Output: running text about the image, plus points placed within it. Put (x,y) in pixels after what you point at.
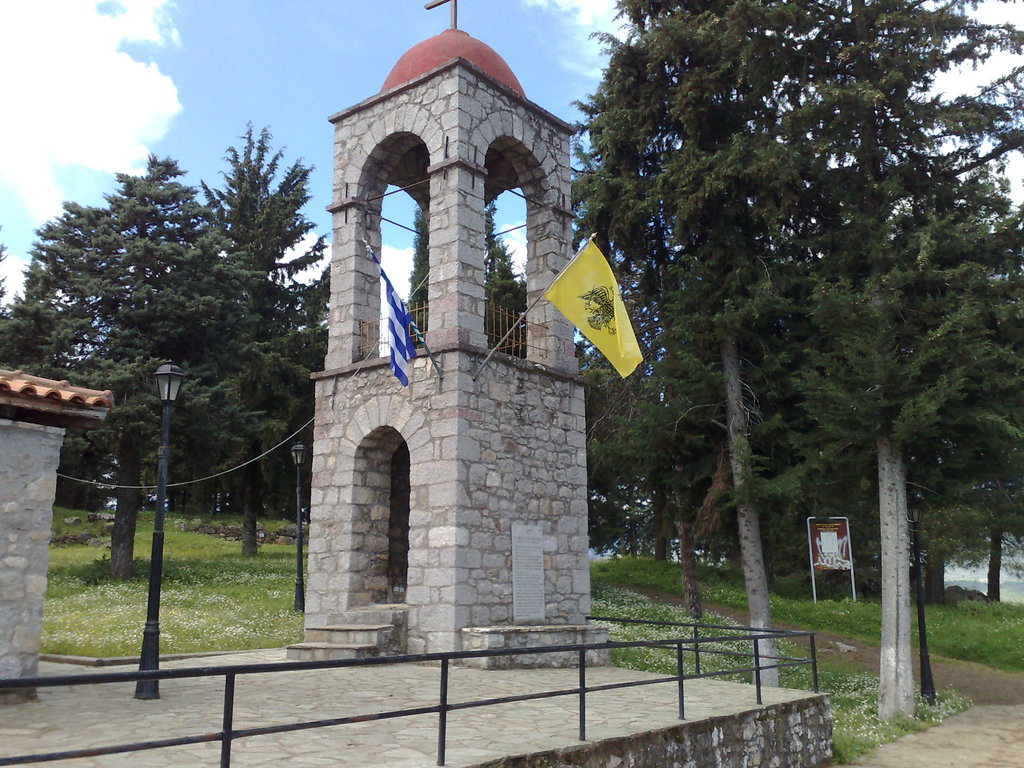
In this image we can see an arch (388,587) with two flags (570,292), at the bottom (16,683) we can see the fence (679,683), near that we can see street lights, we can see the trees (245,532) and grass (950,611) in the background (773,544), at the top (94,40) we can see the sky (228,64) with clouds (77,90).
